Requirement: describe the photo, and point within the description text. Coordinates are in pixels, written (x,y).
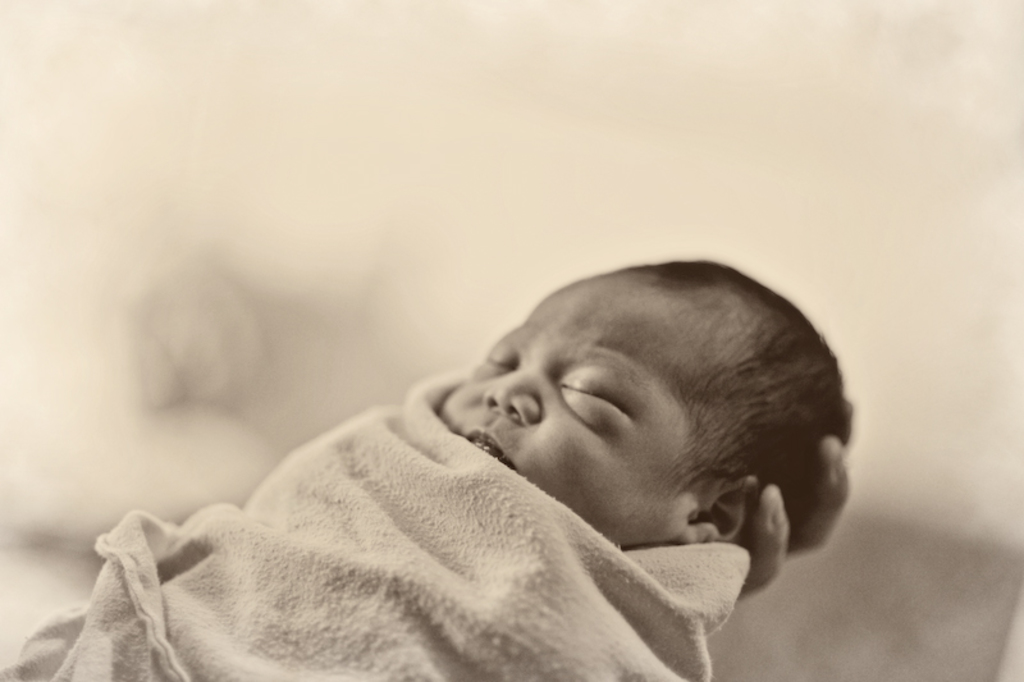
In this picture there is a baby (635,588) on person's hand (834,499). In the background of the image (886,224) it is blurry.
